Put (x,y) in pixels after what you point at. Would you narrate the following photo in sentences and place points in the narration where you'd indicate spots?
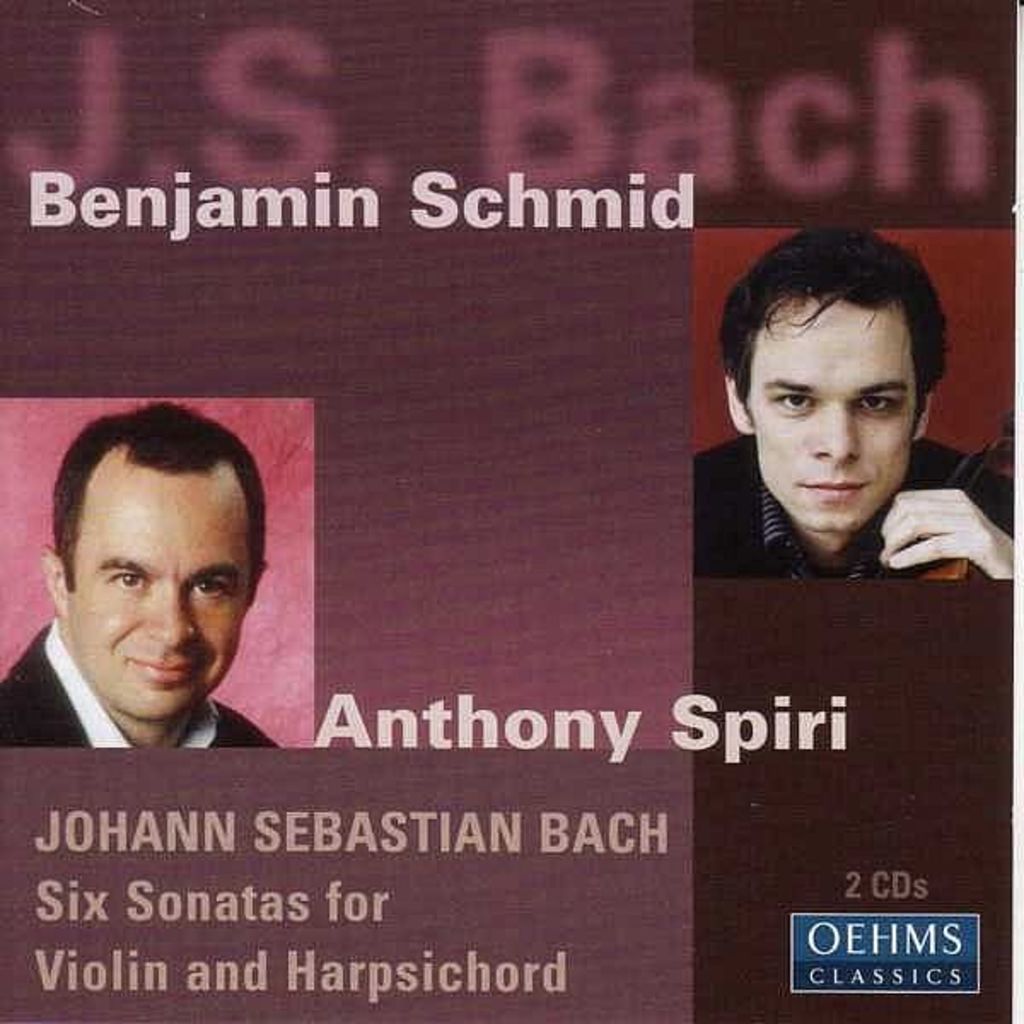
On the right (801,242) and left side of the image (189,598) we can see men's face (852,358). At the bottom (277,837) and top of the image (419,176) there is text (424,192).
